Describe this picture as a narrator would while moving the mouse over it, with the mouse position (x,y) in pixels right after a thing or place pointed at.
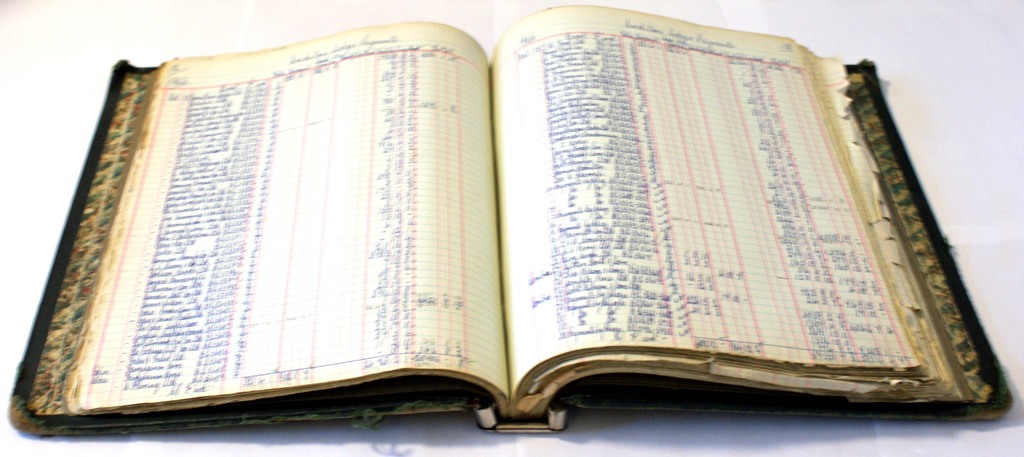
In the image there is a book (376,223), it is opened and there is a lot of text (253,128) in the book (595,249).
